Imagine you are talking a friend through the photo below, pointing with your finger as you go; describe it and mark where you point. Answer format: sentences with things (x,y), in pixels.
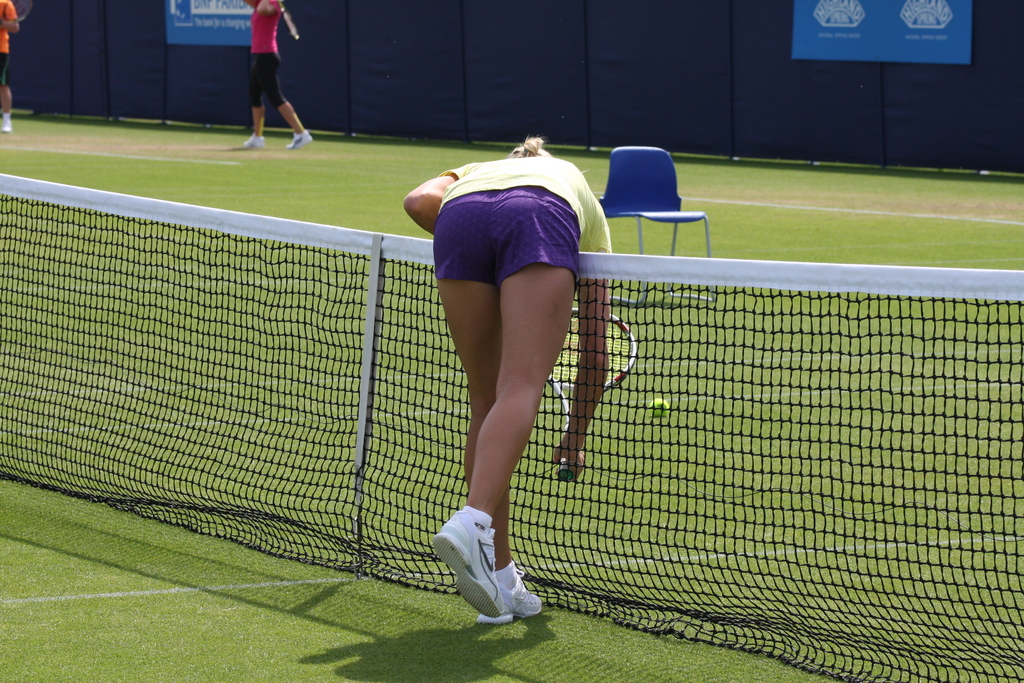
In this picture, we can see a few people (479,167) holding an object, we can see the ground (231,619) with some objects (637,540) on it like a ball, net (448,475) and a chair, the ground (678,239) is covered with grass (739,189), and we can see the wall (688,62) with posters (808,36).
